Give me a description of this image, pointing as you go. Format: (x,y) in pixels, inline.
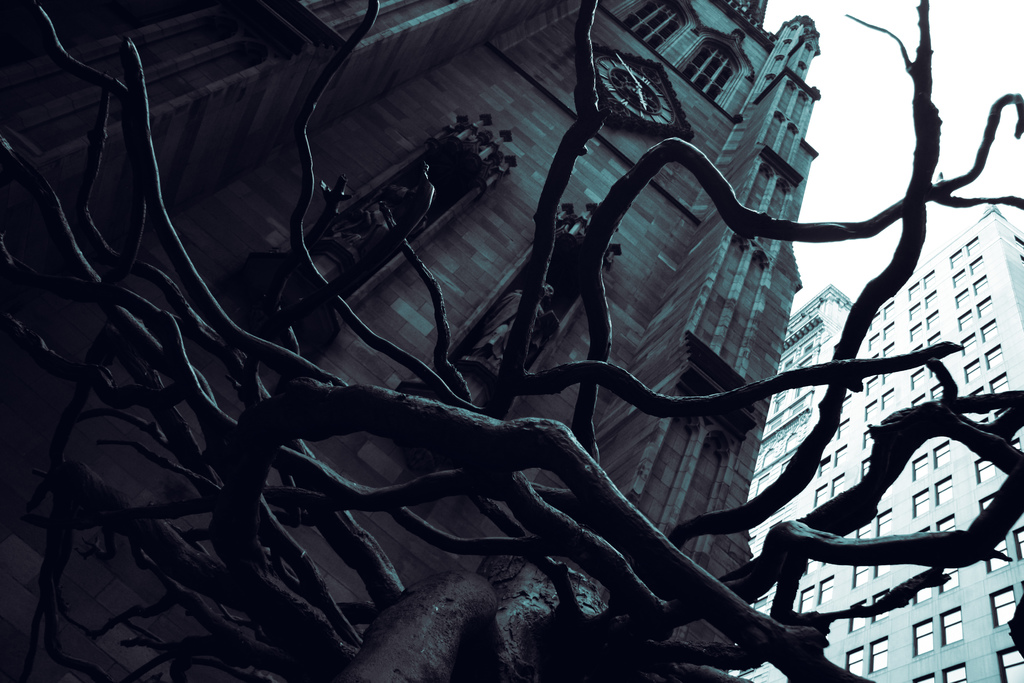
In this picture I can see there is a tree (490,576) and it has branches (500,549), with no leaves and there is a building (478,235) behind the tree (406,680) and it has statues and there is a clock (633,114), windows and there is a building (980,231) on to right (1000,306) and it has glass windows (1000,611). The sky (890,104) is clear.
